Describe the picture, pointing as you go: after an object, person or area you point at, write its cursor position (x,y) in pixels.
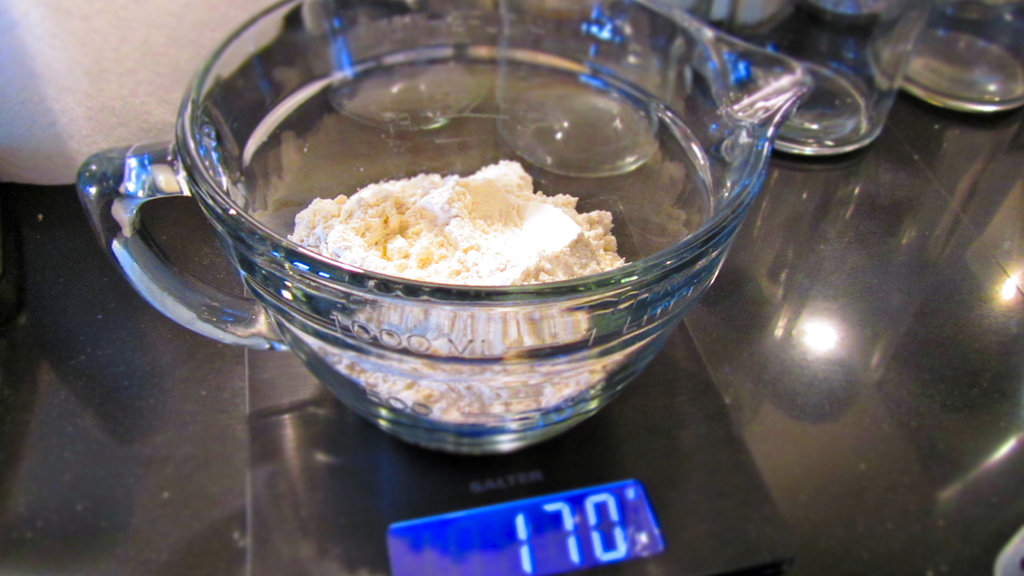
There is powder (350,203) in a glass cup (427,295) in the foreground area of the image (484,244), it seems like a gadget (579,470) in front of the cup (709,271) and glasses (618,97) in the background (543,134).
